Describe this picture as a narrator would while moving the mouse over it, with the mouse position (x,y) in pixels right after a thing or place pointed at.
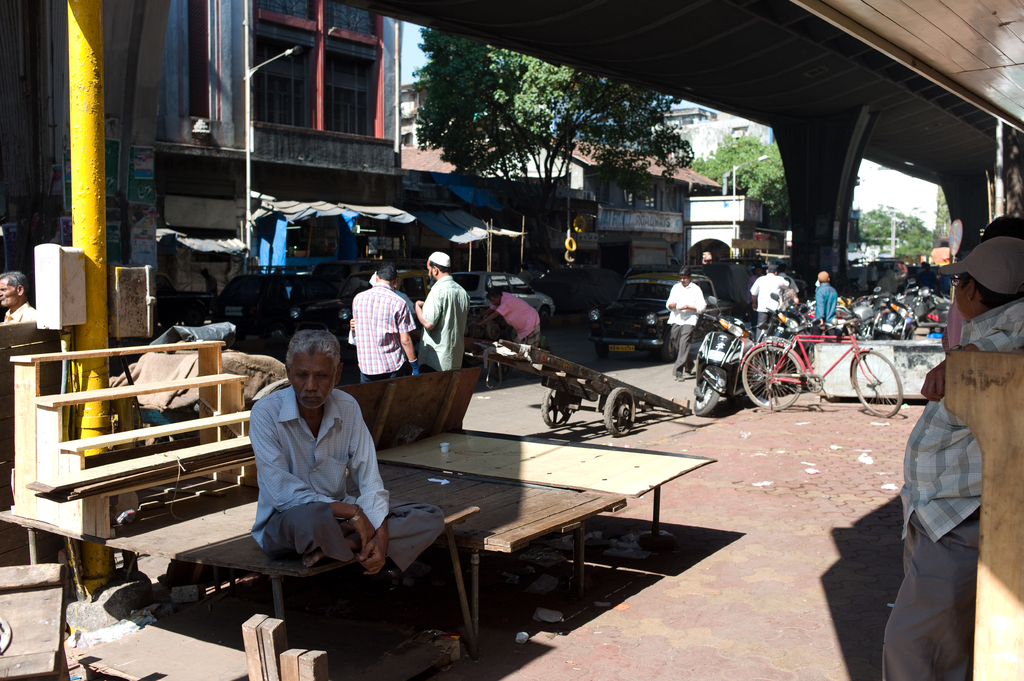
This image is clicked outside. There is a tree (530,144) on the top (514,150), there is a bicycle (773,367) on the right (791,326) and there are so many vehicles (744,385), there are so many persons (955,321) here, one person (353,425) in the middle of the image (370,440) is sitting and all the other persons (817,285) they are standing, there is a building (234,61) on the left side (306,180). There is pole (87,8) on left side (71,20), there are steps (165,461) in left side (183,459). There is street light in the top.
